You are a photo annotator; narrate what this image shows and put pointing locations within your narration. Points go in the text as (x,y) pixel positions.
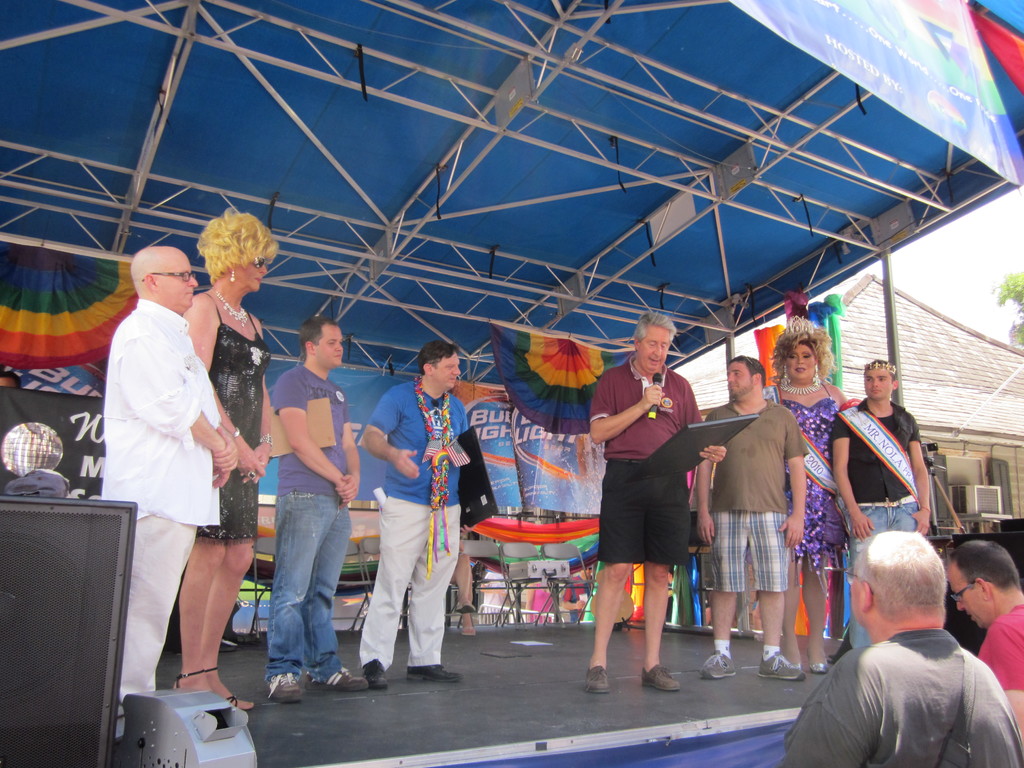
In this image there is one stage (668,662) on the stage (337,731) there are some people (448,479) who are standing, and one person (645,458) is holding a mike (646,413) and board (705,437) and he is talking something. On the right side (903,641) there are two persons (917,628) who are standing and there are some houses (981,379) and trees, in the background (35,412) there are some boards (508,466), chairs (560,546), tables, clothes (521,536) and some other objects (145,716). On the left side (71,552) there is a speaker (110,662) and on the top (540,131) there are some poles (678,195) and tent (366,110), on the top of the image (865,59) there is one board (885,35).
